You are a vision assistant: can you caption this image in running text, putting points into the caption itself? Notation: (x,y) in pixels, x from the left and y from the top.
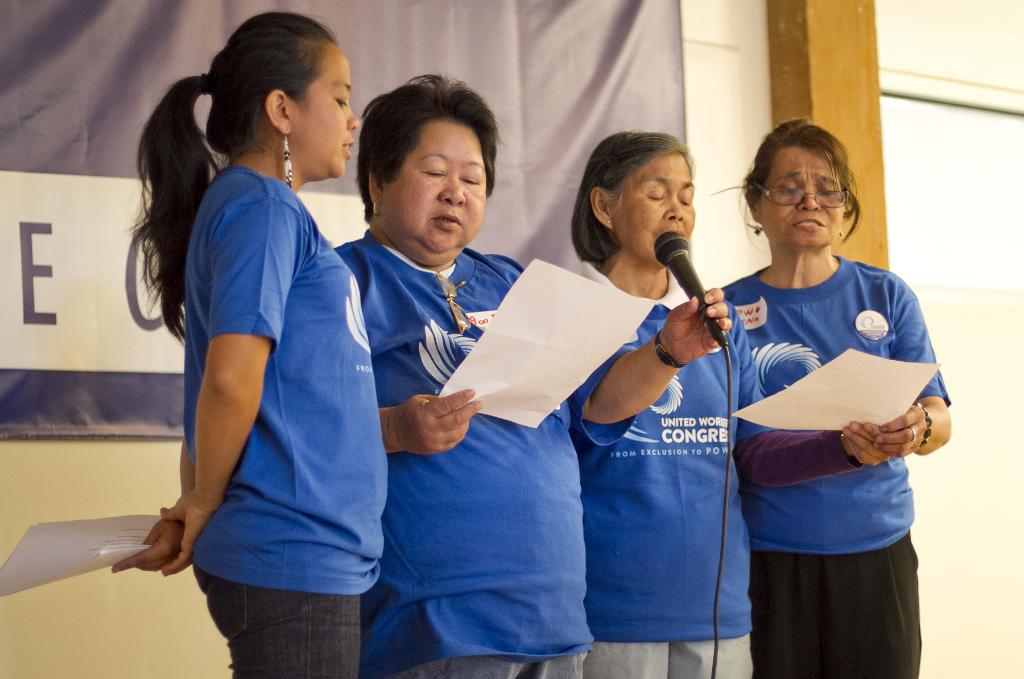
In this image we can see, there are four people (814,217) standing and holding papers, one among them is holding a microphone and behind them there is a poster (93,268) with some text (133,283) on it.
